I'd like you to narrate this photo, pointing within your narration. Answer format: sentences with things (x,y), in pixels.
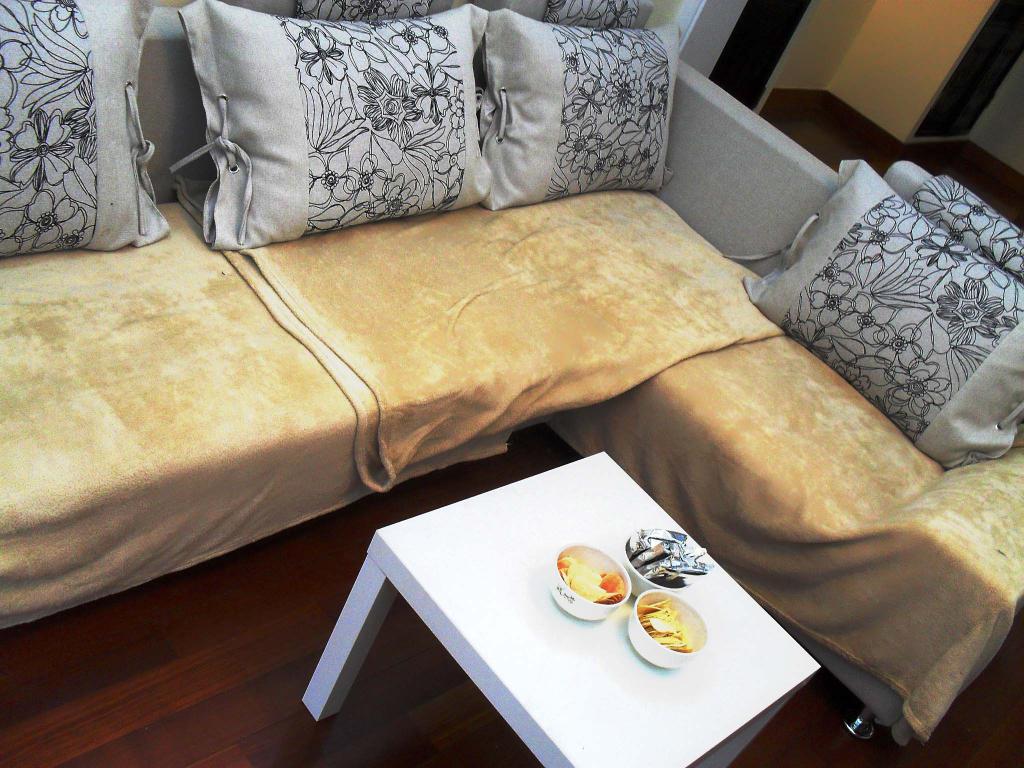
In this picture we can see a table (362,647) on the floor (459,671), on the table (543,710) we can see bowls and some objects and in the background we can see a sofa (808,195), pillows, clothes (622,326), wall (909,116).
